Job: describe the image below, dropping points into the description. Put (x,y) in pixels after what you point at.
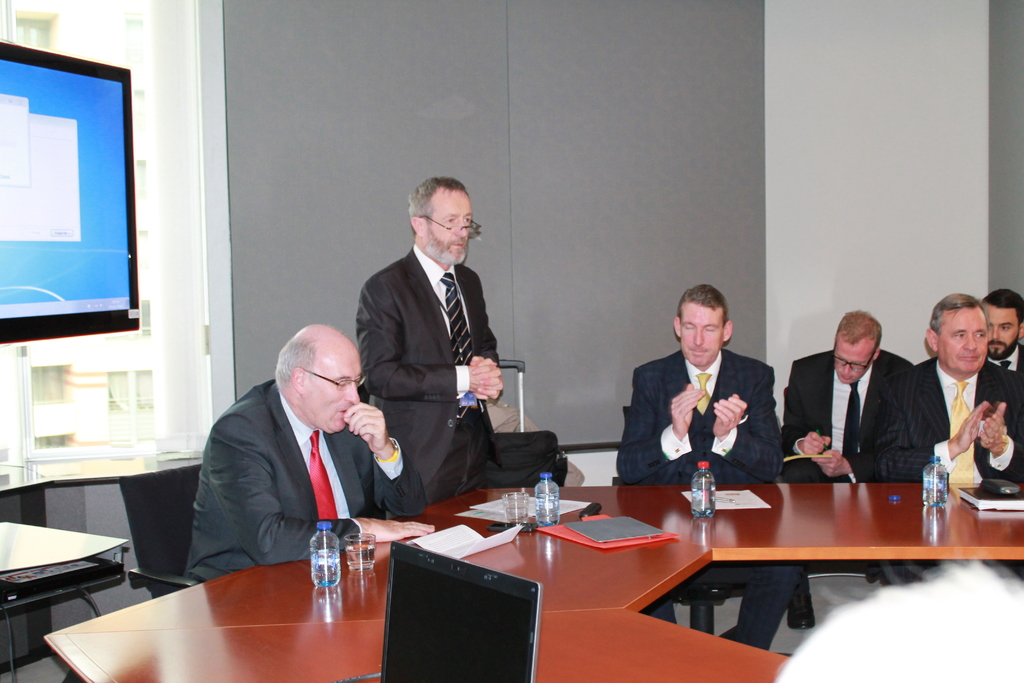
In the center of the image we can see a table (225,666). On the table (549,643) we can see a laptop (444,615), bottles (553,490), glasses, file (593,542), book (1013,505), papers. Beside the table (291,566) we can see some persons (955,409) are sitting on the chairs (169,556). In the background of the image (29,502) we can see the wall (581,222), screen (105,309), glass (152,337), board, chair (155,540). In the middle of the image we can see the floor (829,588).
